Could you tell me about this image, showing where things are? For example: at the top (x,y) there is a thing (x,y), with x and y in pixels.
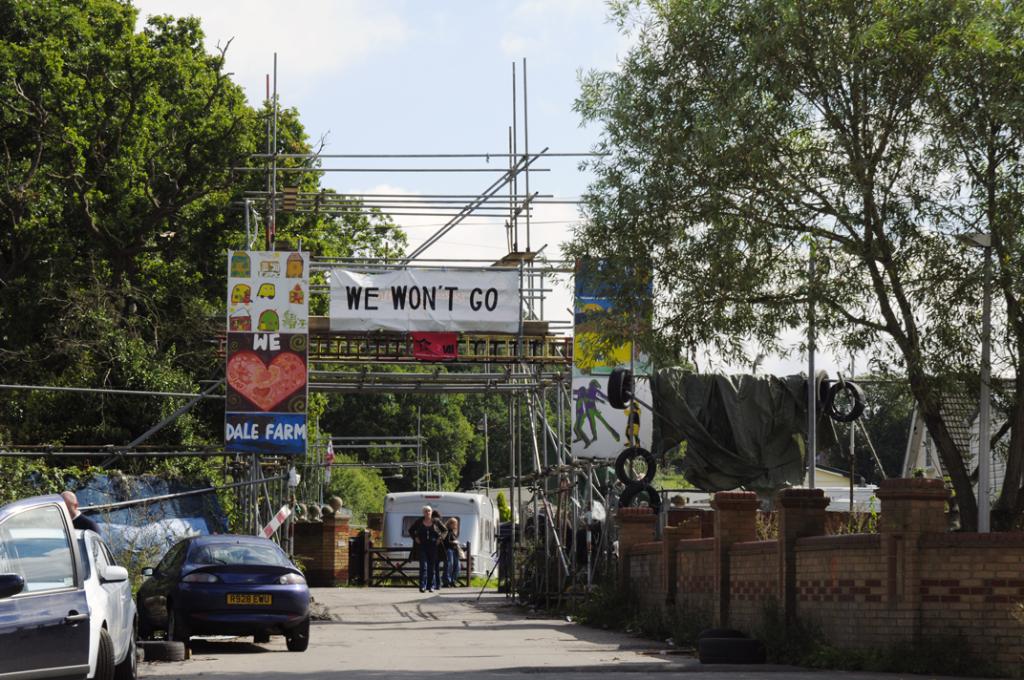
In the picture I can see the stainless steel scaffolding structure (407,360) and there are banners (271,330) on the structure (325,350). There are cars (55,635) on the road (233,640) on the bottom left side (208,582). I can see three persons (426,532) on the road (413,588). I can see the brick wall (821,564) on the right side (821,542). There are trees (682,142) on the left side (177,150) and the right side (693,149) as well. There are clouds (379,44) in the sky (393,103).
